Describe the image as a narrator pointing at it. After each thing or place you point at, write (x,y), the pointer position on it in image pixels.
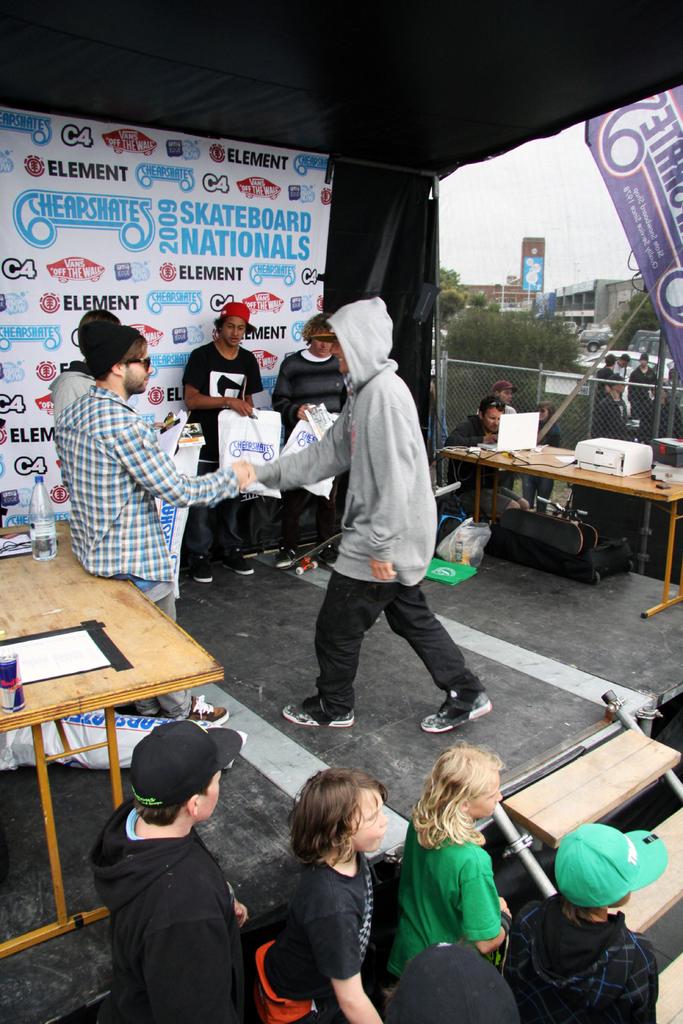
In this image we can see a few people (370,520), among them some people (324,511) are holding the objects (260,494), there are tables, on the tables (57,540), we can see papers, laptop (509,420), cable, bottle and some other objects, also we can see the banners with some text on it, there are some buildings (616,319), trees (506,362) and the sky (566,282), we can see some objects (494,551) on the stage (257,628).
